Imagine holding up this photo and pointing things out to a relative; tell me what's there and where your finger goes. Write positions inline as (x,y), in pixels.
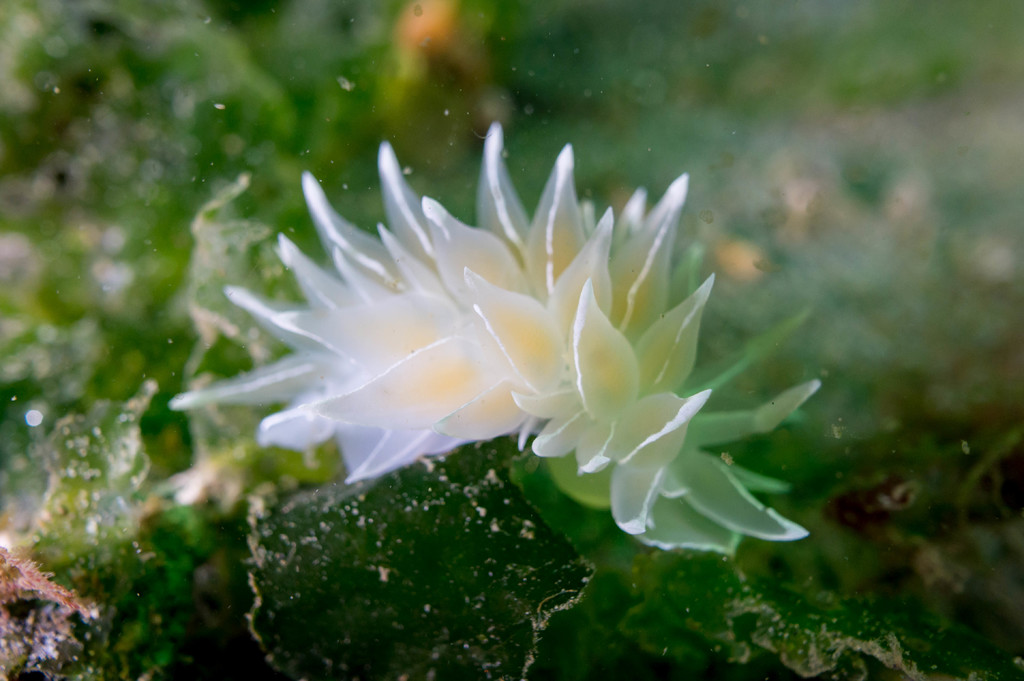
In this image I can see a white color sea slug (534,334) and water (83,431). Background (140,455) is green color.
